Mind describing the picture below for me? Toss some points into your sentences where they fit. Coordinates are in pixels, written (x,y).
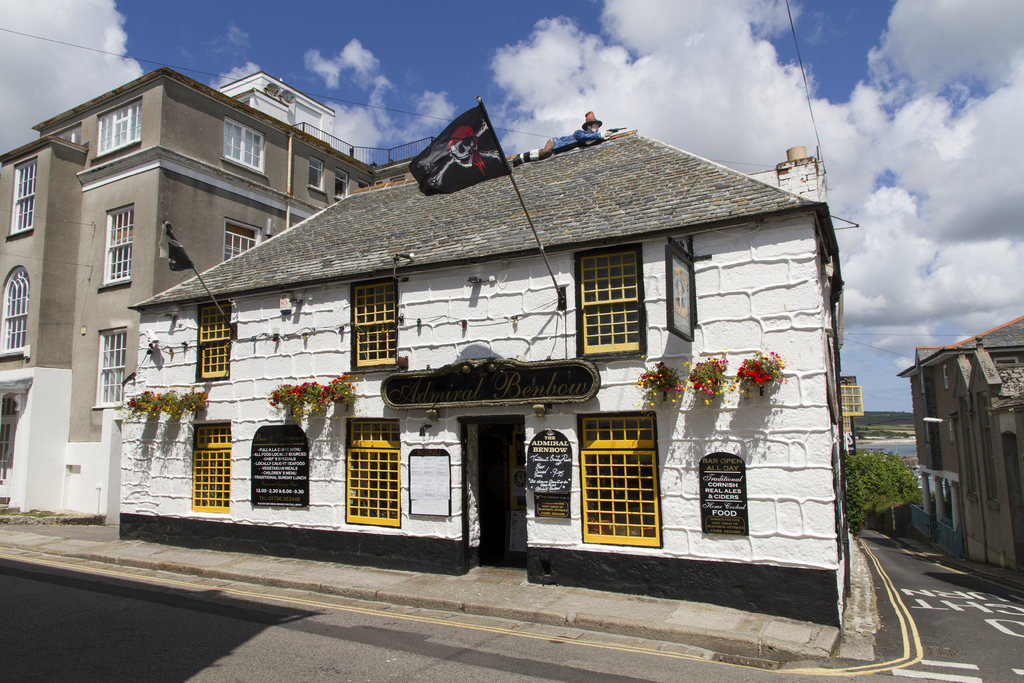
In this picture we can see the road (895,560), footpath (214,562), person (534,160), flowers (138,403), name boards (445,397), trees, buildings (484,214) with windows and some objects (466,156) and in the background (954,316) we can see the sky (725,76) with clouds (922,137).
